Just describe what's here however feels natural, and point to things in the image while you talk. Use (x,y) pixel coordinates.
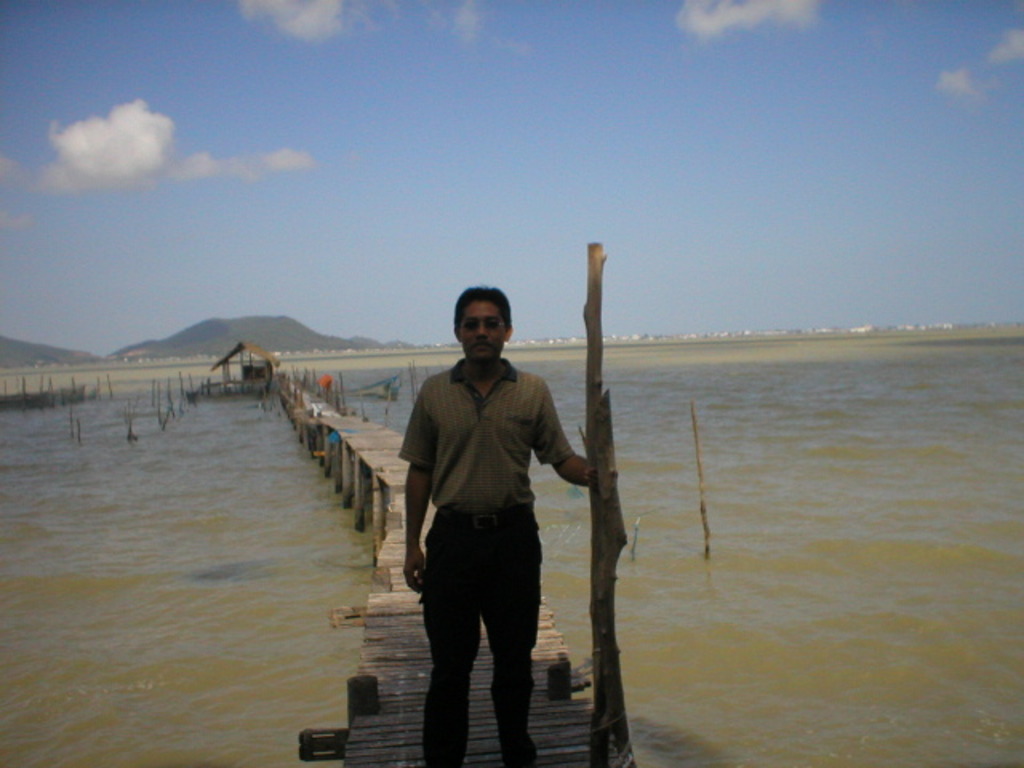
In this image there is a person (460,536) standing on the wooden bridge (567,752), there are wooden poles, hut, water (909,434), hills (277,346), sky (467,210).
